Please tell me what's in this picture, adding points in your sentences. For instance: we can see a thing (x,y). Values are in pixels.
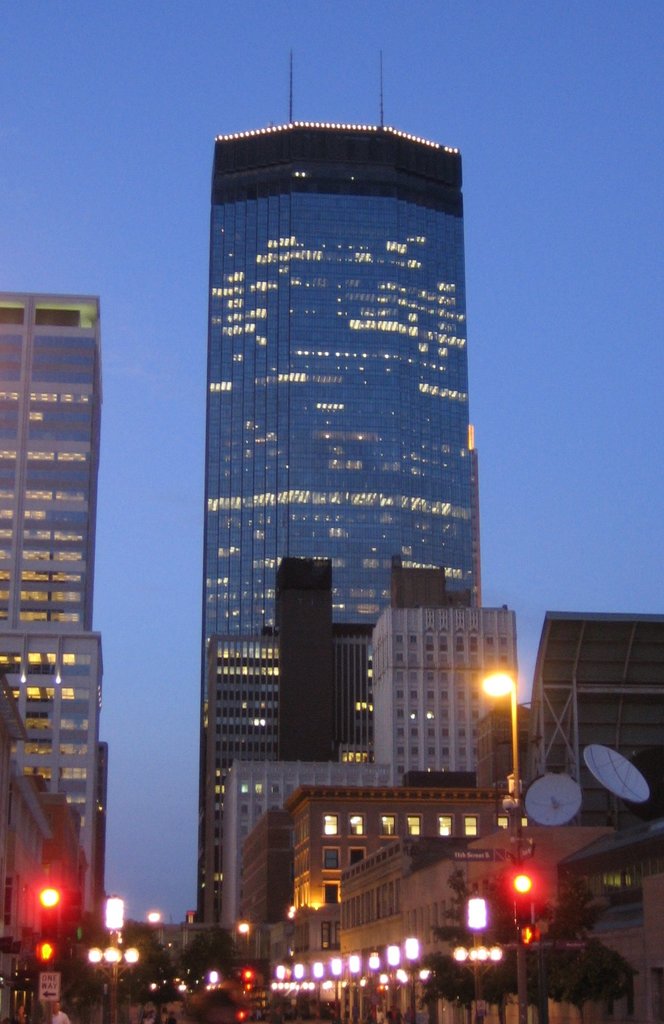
At the bottom of the image (505,1002) we can see group of light poles (520,983), trees (86,941), some people (59,1016), sign board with some text (47,978). In the background (249,836), we can see buildings (301,823) with window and the sky (548,197).
